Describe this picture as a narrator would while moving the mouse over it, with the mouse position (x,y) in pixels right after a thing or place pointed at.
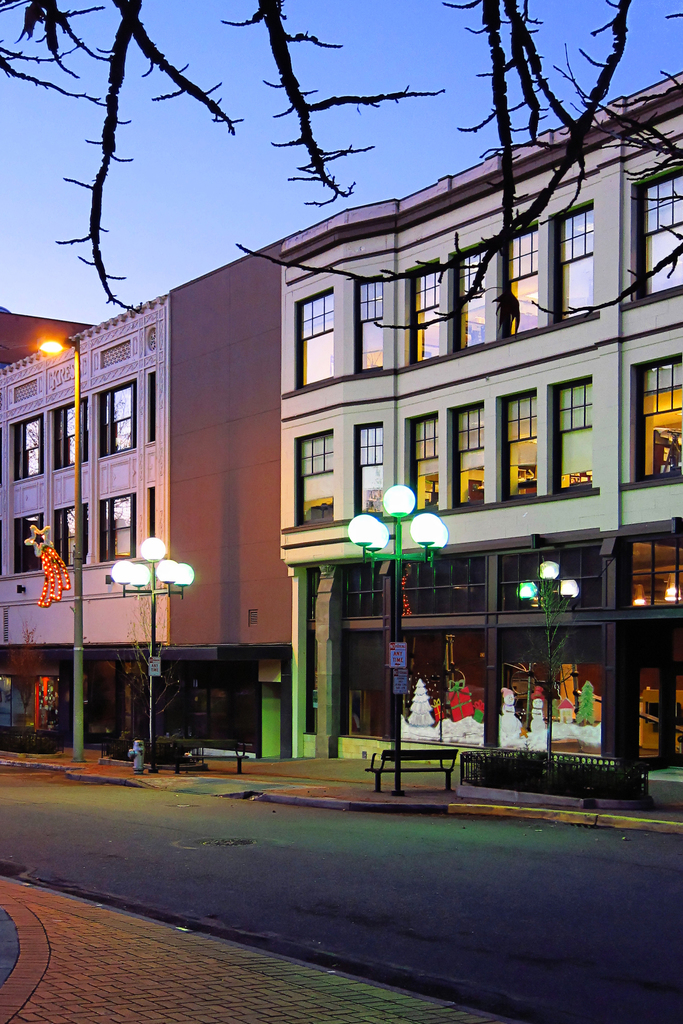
In this image we can see the buildings (242,368) and also the lights (427,524). We can also see the light pole (76,461). At the top (180,139) there is sky (219,211) and at the bottom (349,891) there is road (381,934). We can also see the tree branches (506,178).
